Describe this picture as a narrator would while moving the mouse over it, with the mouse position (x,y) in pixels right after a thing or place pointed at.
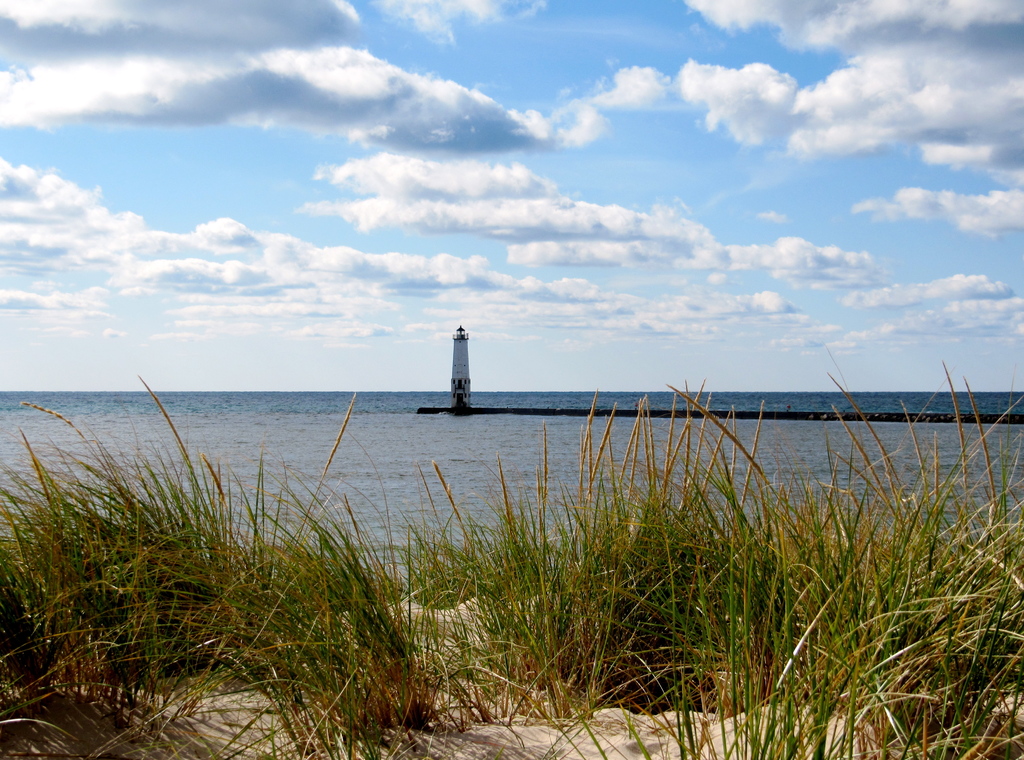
In this picture we see grass (373,563) and water (608,393) and a Lighthouse (457,388) in the middle (459,410) and a blue cloudy sky (445,223) on the top (625,186).
